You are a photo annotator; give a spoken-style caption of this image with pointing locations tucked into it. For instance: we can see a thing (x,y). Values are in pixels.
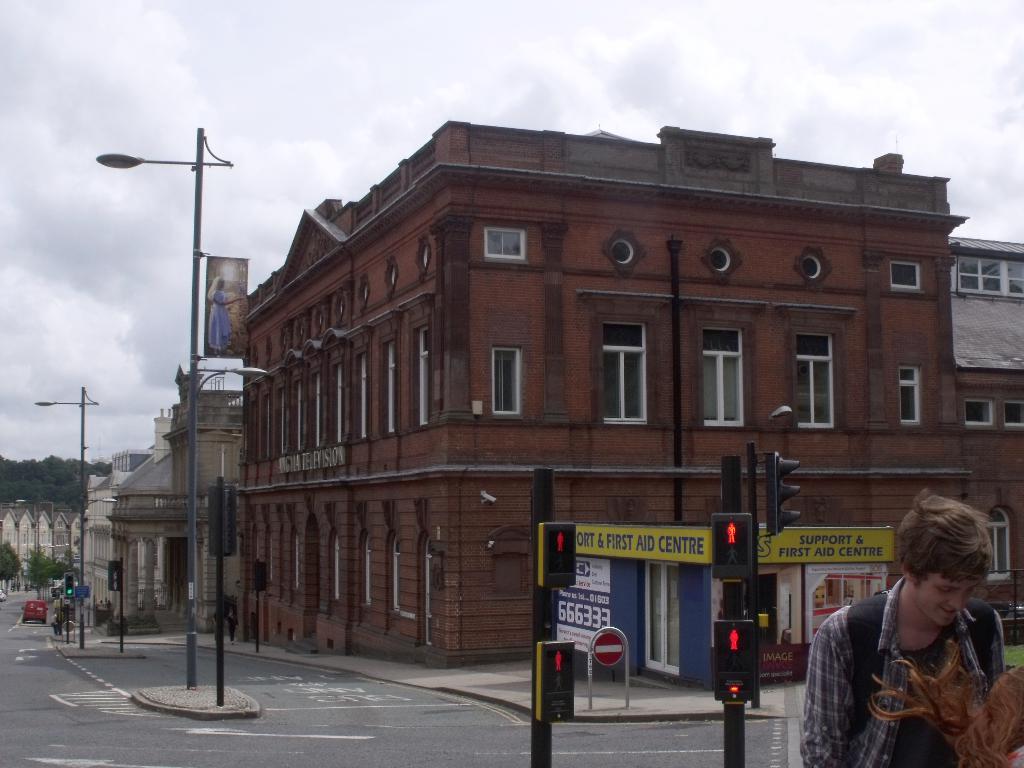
This is the picture of a city (648,500). On the right side of the image (944,538) there are two persons (895,668) and there are traffic signal poles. At the back (933,434) there are buildings (491,328), poles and trees (68,465) and there is a vehicle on the road (165,653). At the top (291,121) there are clouds (213,158). At the bottom (441,709) there is a road (415,694).
